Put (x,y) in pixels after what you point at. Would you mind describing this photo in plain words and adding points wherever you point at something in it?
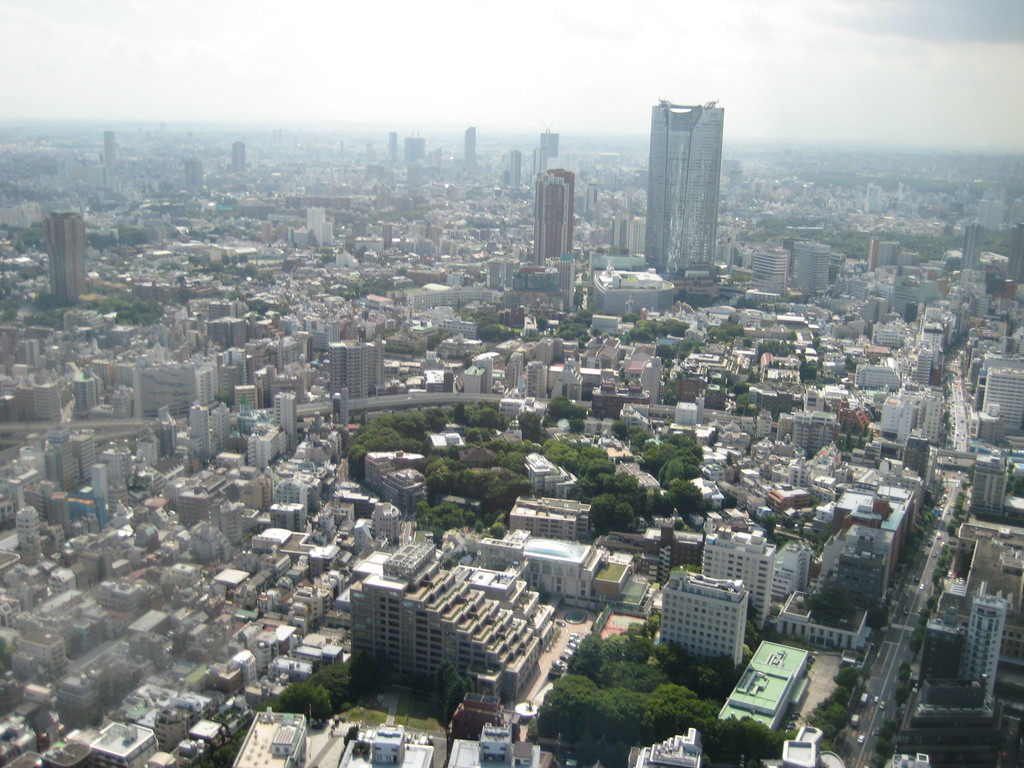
In this image, we can see top view of a city (513,649) contains buildings (345,333). There is a sky (468,45) at the top of the image (457,16).
